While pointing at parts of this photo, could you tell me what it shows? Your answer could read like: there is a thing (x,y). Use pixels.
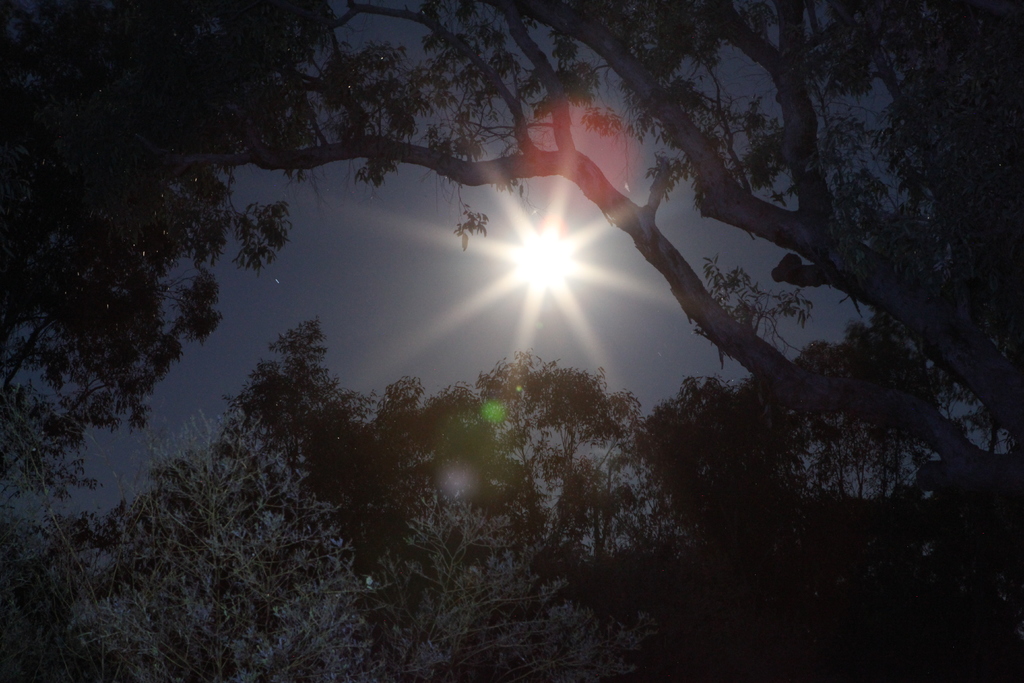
In this picture I can see there are trees (211,330) and the sky (343,315) is clear with sun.
